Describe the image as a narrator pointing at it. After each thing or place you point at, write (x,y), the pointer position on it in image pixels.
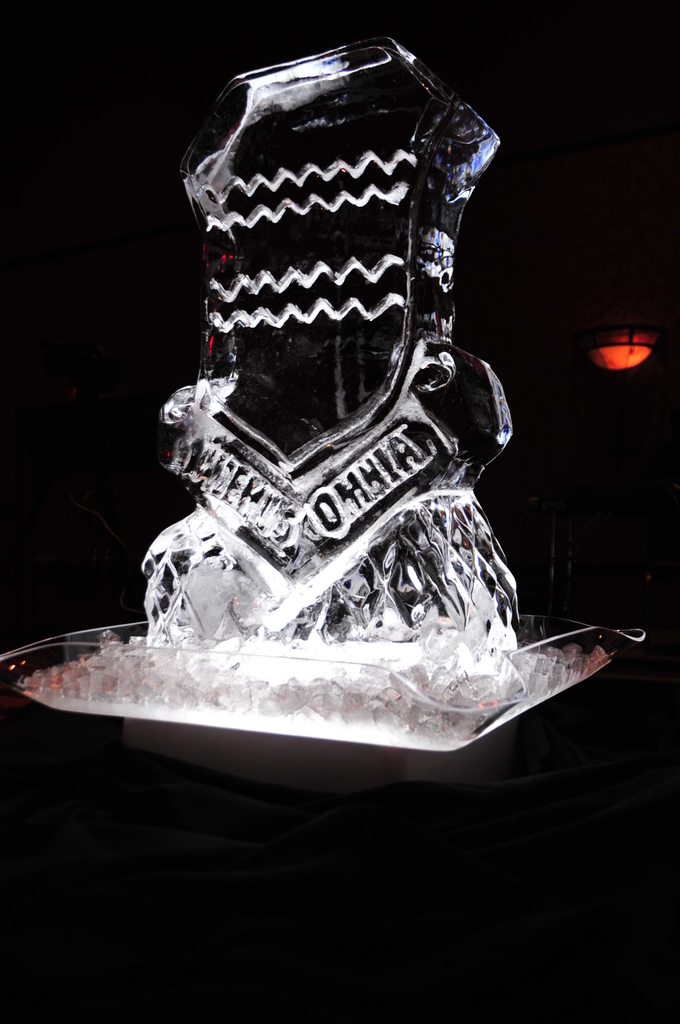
Here I can see the glass (323,422). The background (77,158) is in black color.
